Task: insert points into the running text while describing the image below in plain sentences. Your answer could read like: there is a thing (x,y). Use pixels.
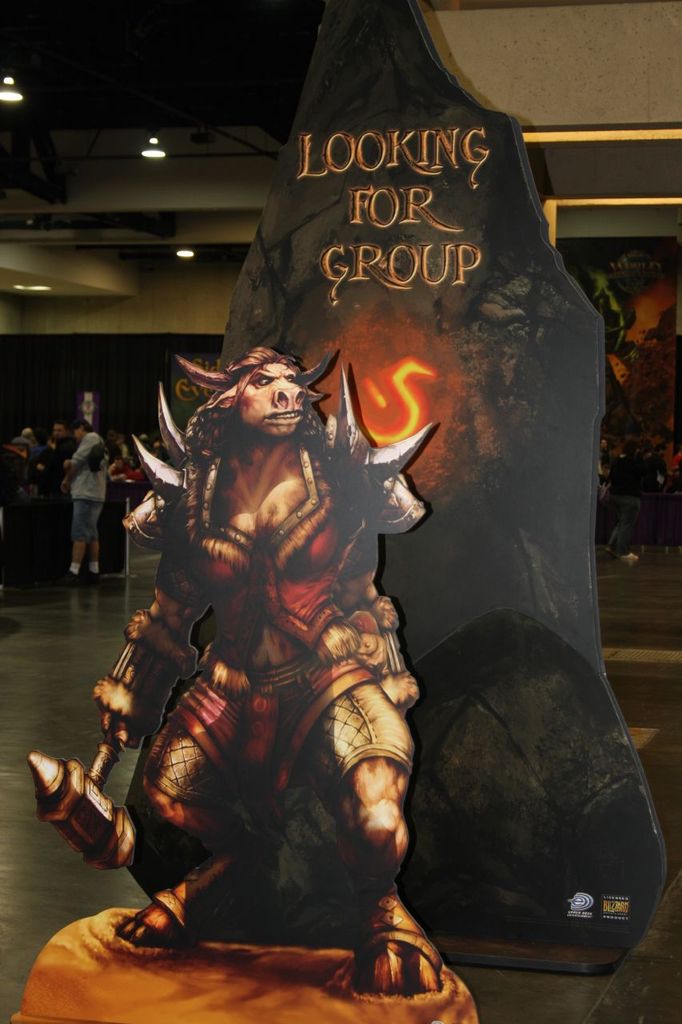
In the image there is a poster (212,772) of a monster (252,668) and behind the poster (247,479) there is some text (386,285) and in the background (69,471) there are a group of people (69,483).
